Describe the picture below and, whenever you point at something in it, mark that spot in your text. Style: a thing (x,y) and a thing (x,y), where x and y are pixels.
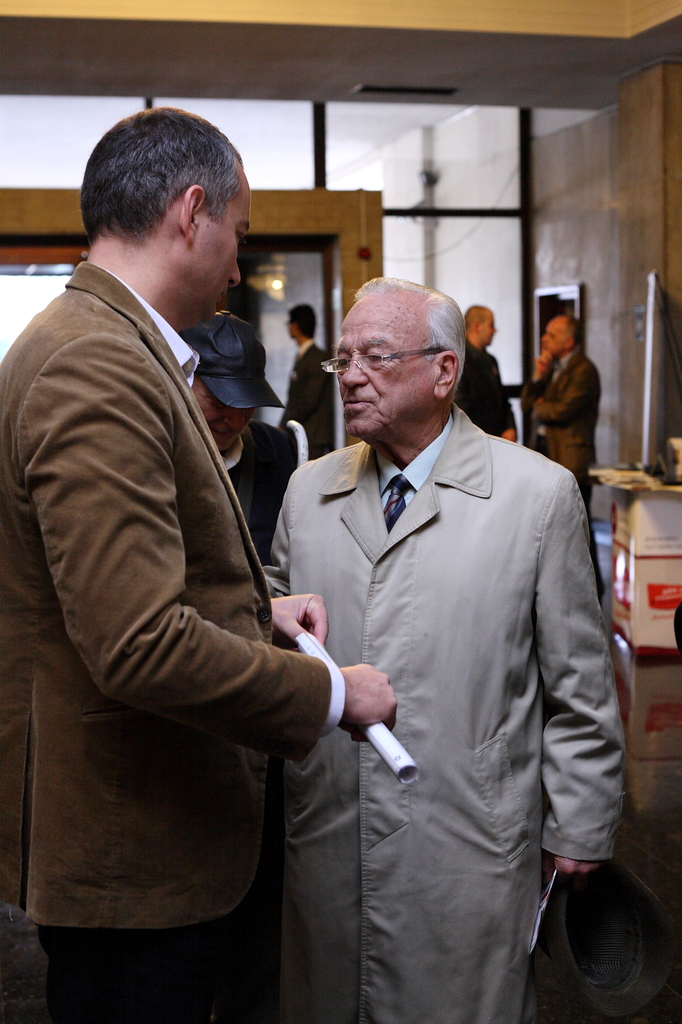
In this picture we can see two men (140,407) holding a cap (594,965), papers (383,735) with their hands (278,621), standing and in the background (310,437) we can see some people (546,383), boxes (634,530), wall (620,306) and some objects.
